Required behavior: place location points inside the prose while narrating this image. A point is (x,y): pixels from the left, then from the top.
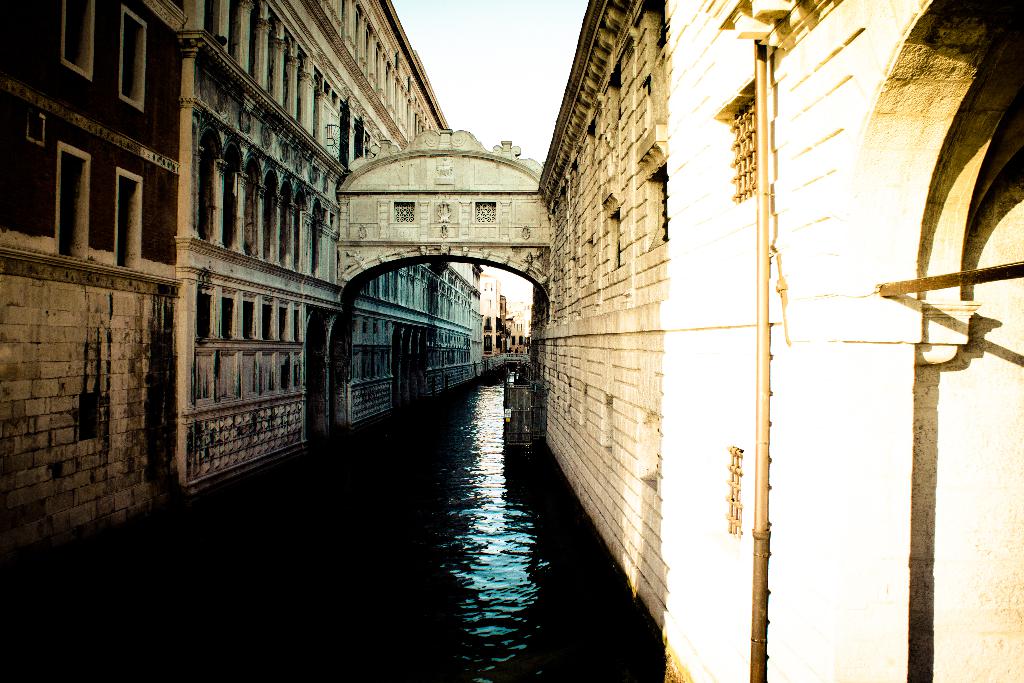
In this picture there is water (471,571) and there are buildings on either sides of it.
